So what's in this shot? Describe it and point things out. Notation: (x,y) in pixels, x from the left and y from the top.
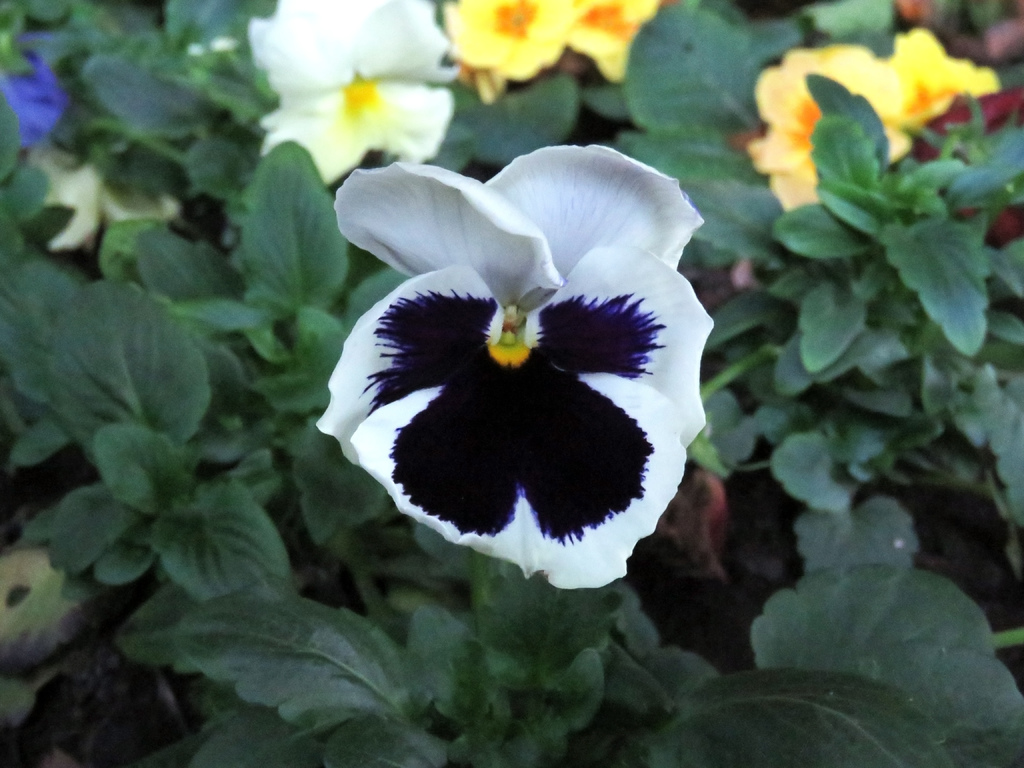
In this image there are few plants (402,365) having flowers (425,291) and leaves (640,607). Flowers (498,302) are of different colors.
